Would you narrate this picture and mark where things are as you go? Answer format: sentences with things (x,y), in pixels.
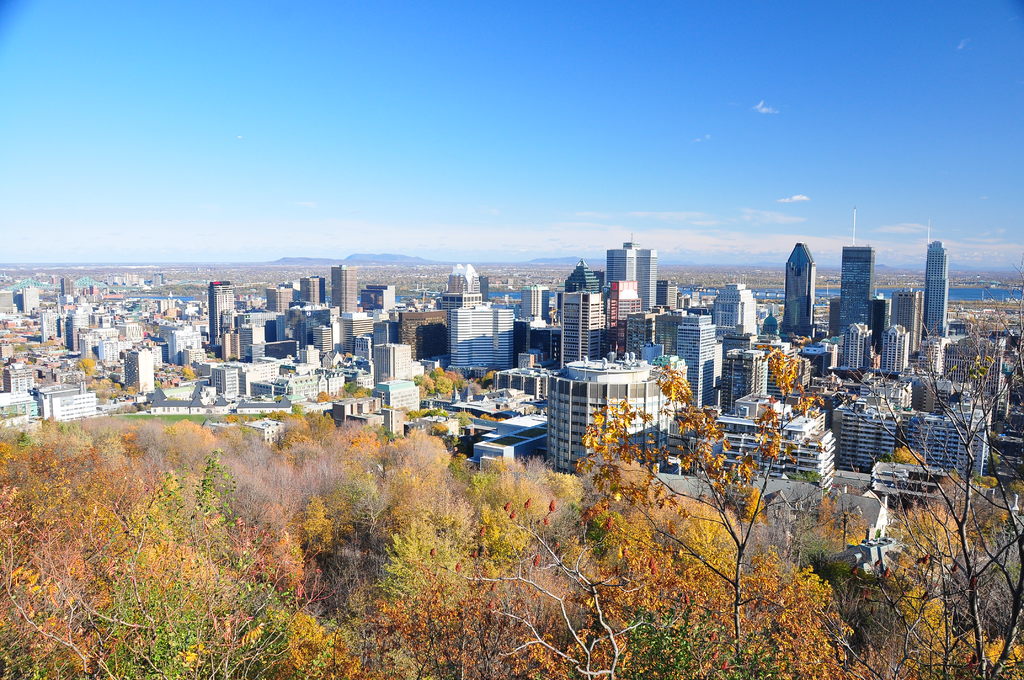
In this picture we can see few trees (594,532) and buildings (906,314), in the background (992,293) we can find water (824,295), few hills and clouds (679,238).
